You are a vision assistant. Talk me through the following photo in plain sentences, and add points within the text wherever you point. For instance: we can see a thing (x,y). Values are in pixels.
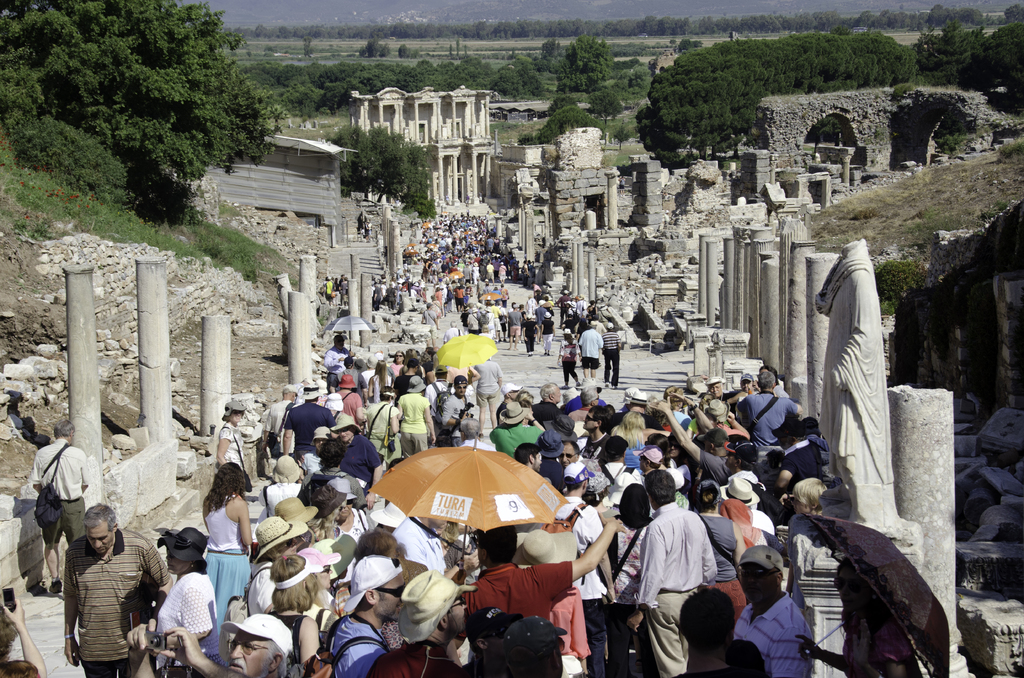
In this image we can see few persons (483,315) are standing and among them we can see few persons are holding umbrellas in their hands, carrying bags (390,441) on the shoulders (224,437), trees (141,130) and few persons (279,430) have hats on their heads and we can see pillars (732,302), statues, collapsed walls (539,151) and building (438,134). In the background (550,50) we can see trees (602,63) on the ground (493,48).
